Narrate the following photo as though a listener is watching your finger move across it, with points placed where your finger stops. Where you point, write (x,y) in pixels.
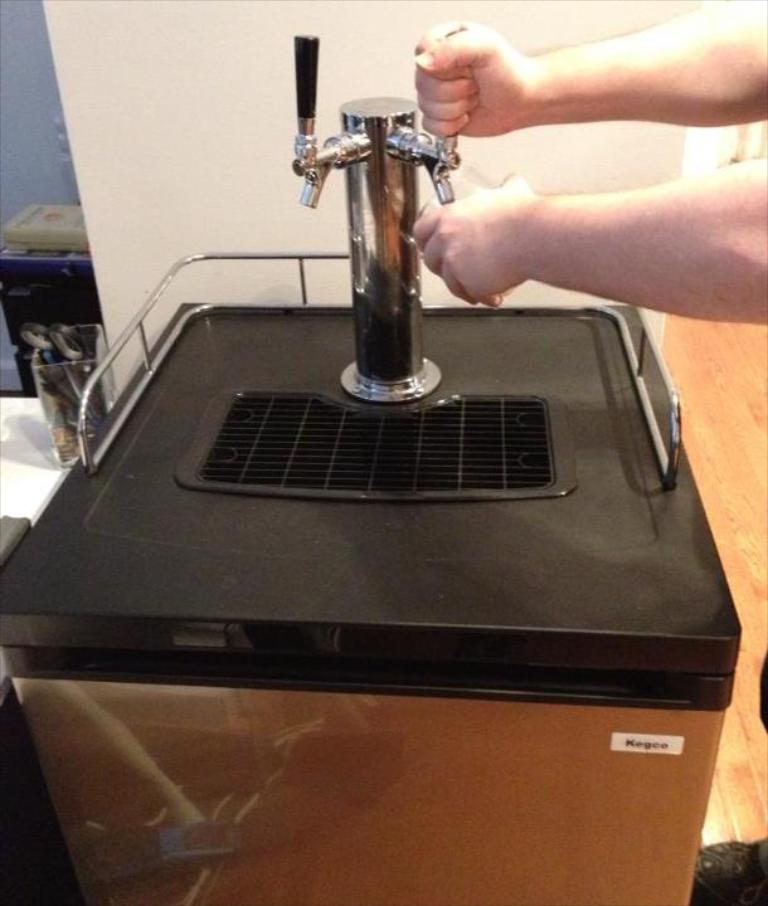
In this image there is a drink dispenser (384,444) in the middle (357,571). On the top right corner (749,68) there are two hands (615,253) which are holding the tap (399,145) of the drink dispenser (403,154). On the left side (36,227) there are books (46,241) kept one above the other and there is a glass basket (59,385) beside it.
